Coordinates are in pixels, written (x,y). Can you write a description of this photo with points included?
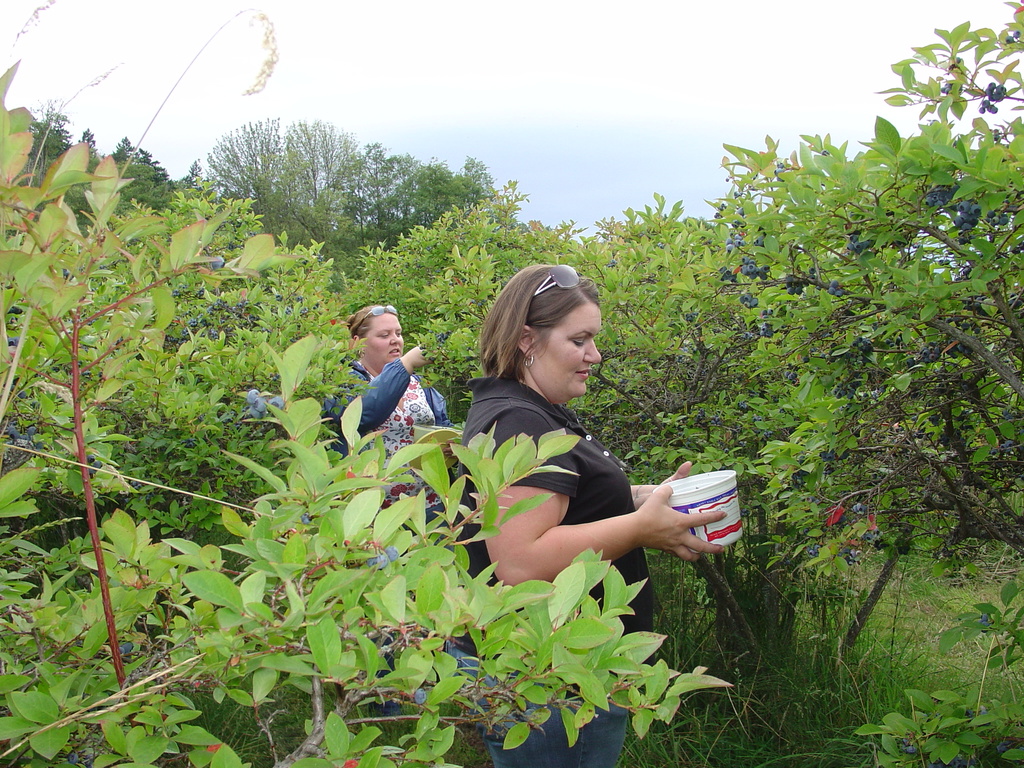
In this image I can see two women (616,559) among them this woman (584,518) is holding an object (684,509) in hands (656,520). In the background (327,340) I can see trees (619,418) and the sky (578,113).
